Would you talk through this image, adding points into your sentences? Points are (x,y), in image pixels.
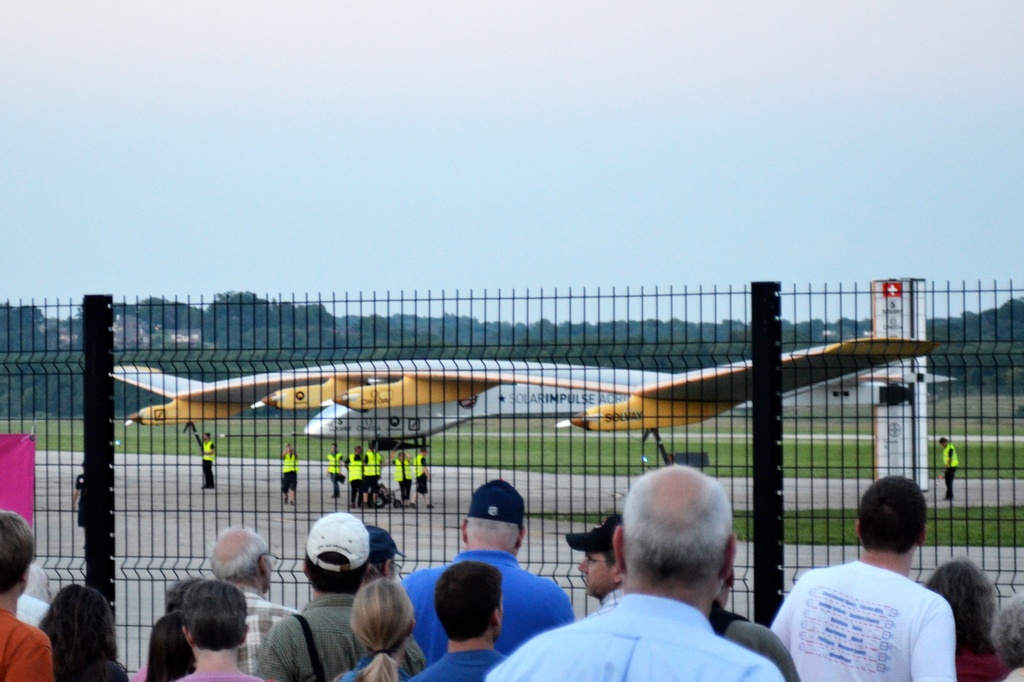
In the picture I can see an aircraft (597,412) on the runway (997,574). I can see a group of people (703,555) at the bottom of the picture (911,531). I can see the metal grill fence (755,357). I can see a few people (211,476) standing on the runway (607,475) and they are wearing the safety jacket (403,480). In the background (458,349), I can see the trees (978,327). There are clouds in the sky (598,123).
